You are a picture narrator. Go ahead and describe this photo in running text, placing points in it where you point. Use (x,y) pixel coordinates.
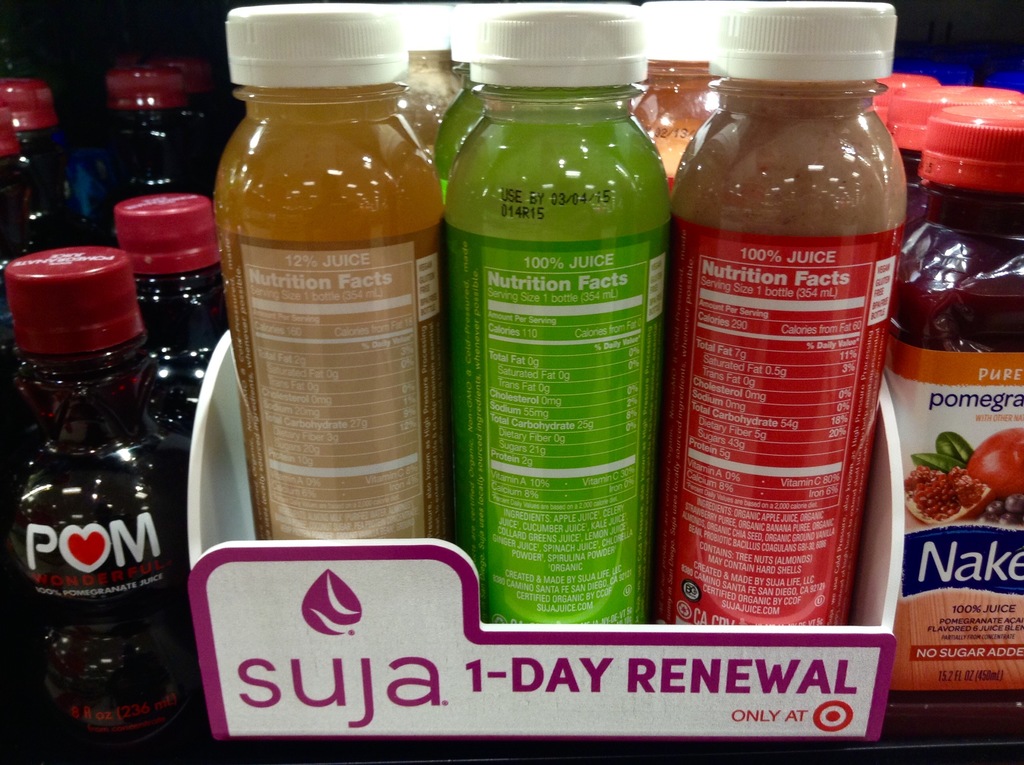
In this image I can see a few bottles (505,312) in a tray (491,627).
